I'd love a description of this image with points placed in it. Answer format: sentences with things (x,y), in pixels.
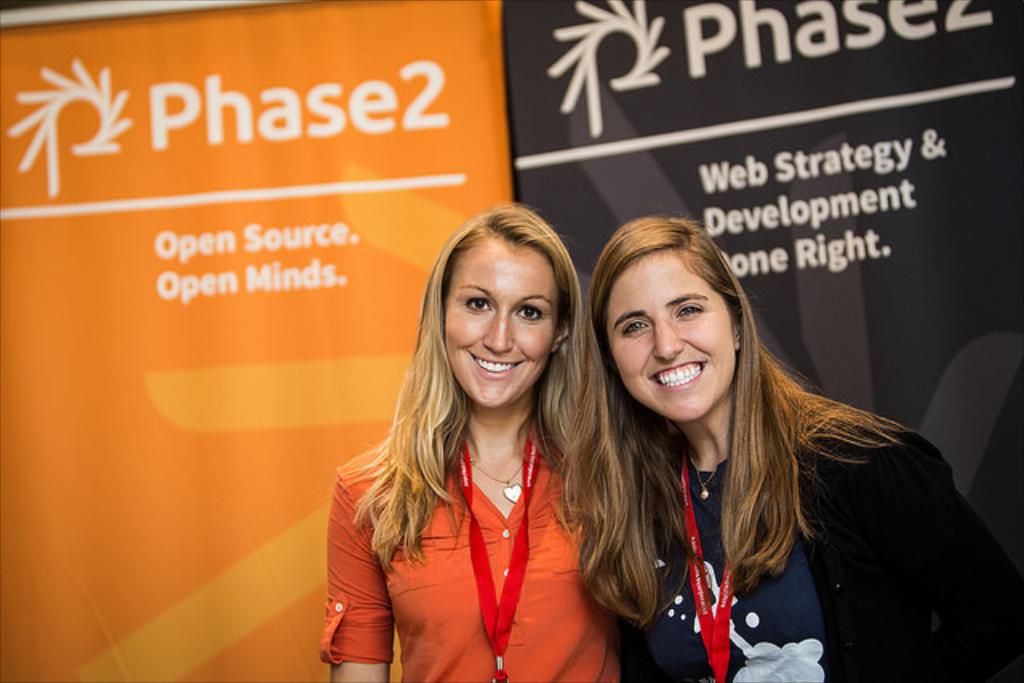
In this image there are two ladies (598,654) wearing id tags (715,621) and standing, in the background (94,294) there are two banners (616,71), on that banners (481,118) there is some text (317,111).
